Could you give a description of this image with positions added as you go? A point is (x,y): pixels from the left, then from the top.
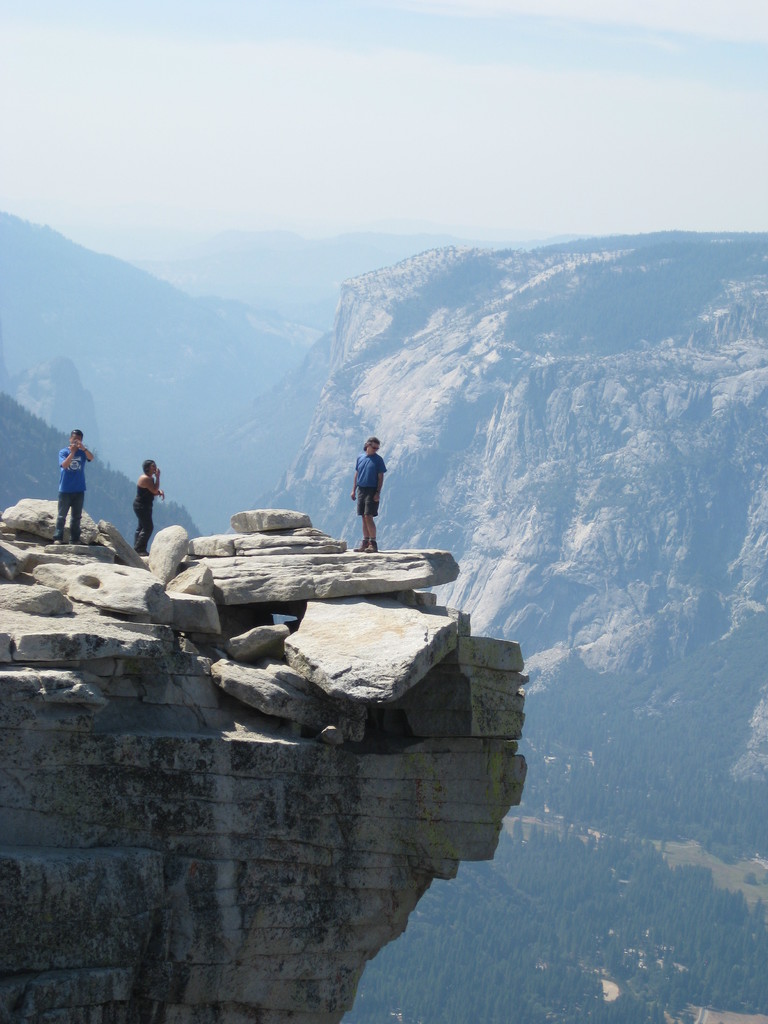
In this picture we can see there are three persons (142,509) standing on the rocks (218,551). Behind the people (142,485), there are hills (182,330) and the sky (291,190). At the bottom right corner of the image (546,957), there are trees (524,973).
